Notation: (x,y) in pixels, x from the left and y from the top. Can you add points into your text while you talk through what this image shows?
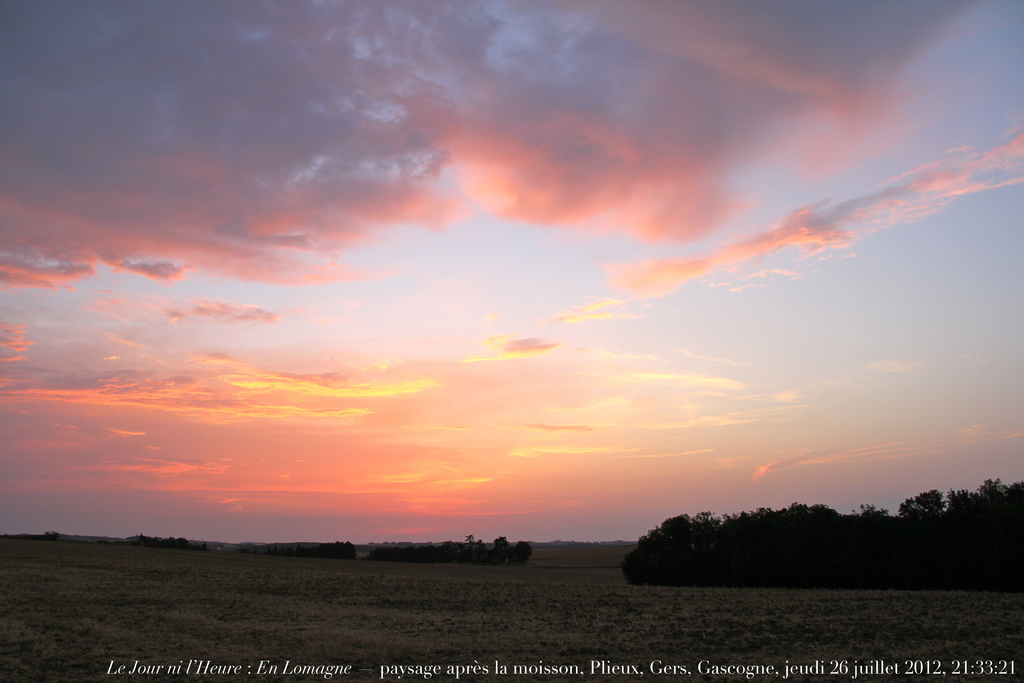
In this picture there is greenery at the bottom side of the image (937,539) and there is sky (490,229) at the top side of the image (410,194).
